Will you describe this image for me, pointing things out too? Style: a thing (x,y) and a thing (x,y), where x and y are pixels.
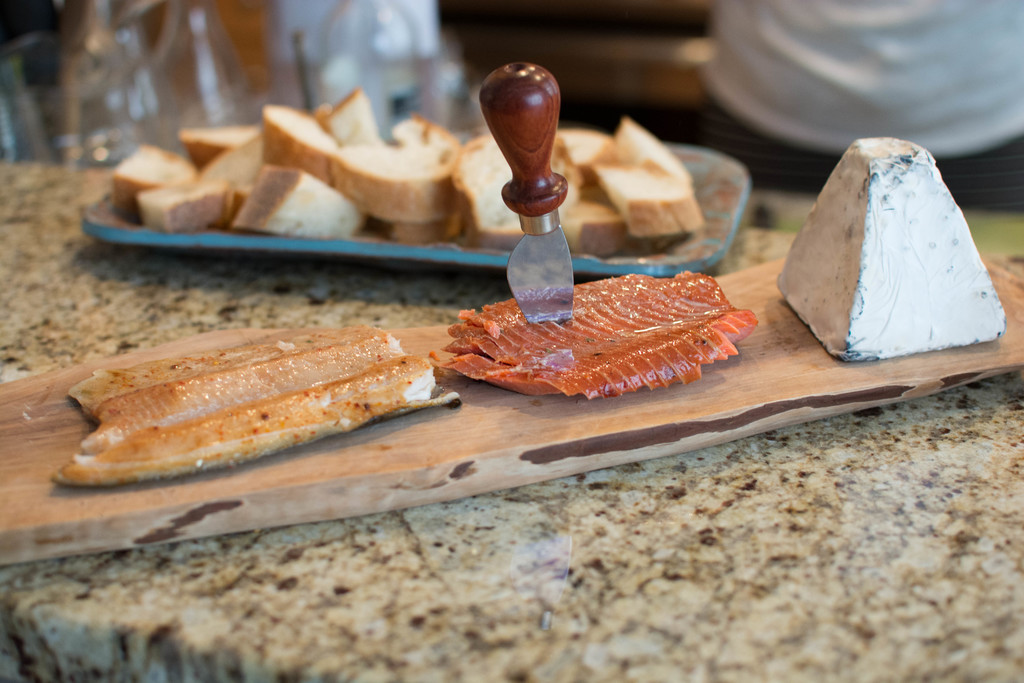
In this picture I can see food items (661,199) on the plate (644,244) and on the wooden piece (942,372), there is a knife (522,280) poked into one of the food item (718,288), which is on the wooden piece (587,413), and these are on the object (518,521), and there is blur background (954,26).
